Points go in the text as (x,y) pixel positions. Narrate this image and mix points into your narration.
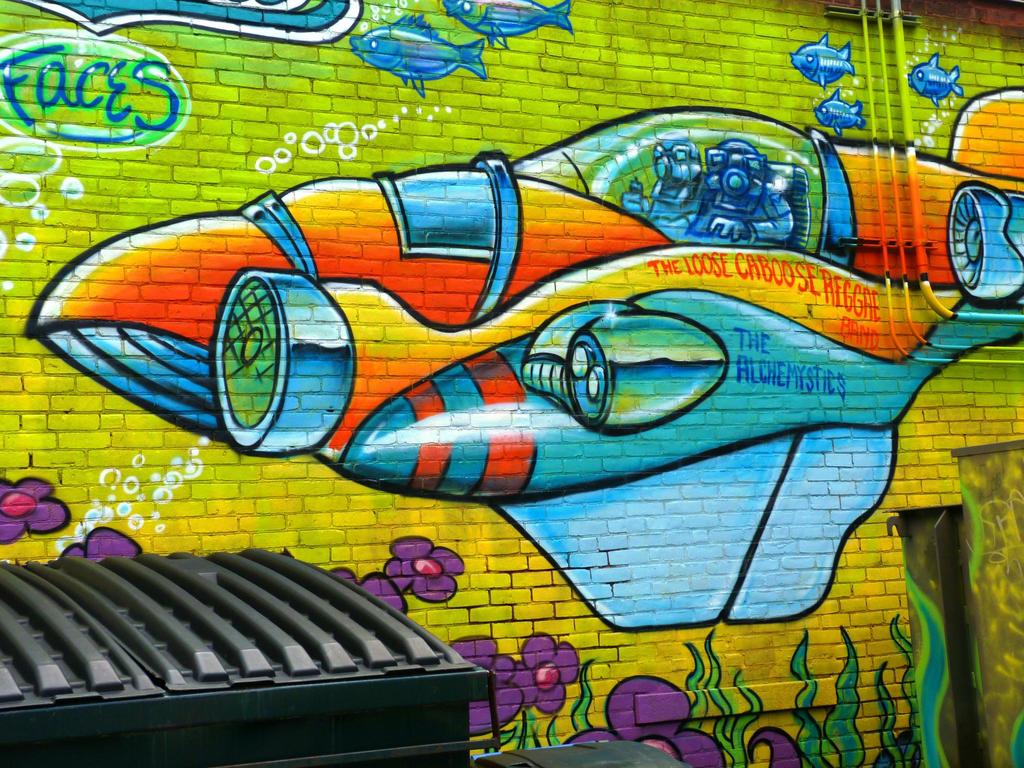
In this image, we can see a painting (586,177) of some people (639,205) on the plane (510,239) and there is some text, some plants (714,678) with flowers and we can see fish (800,62) and bubbles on the wall (650,651). At the bottom (199,644), we can see some other objects (190,628).
